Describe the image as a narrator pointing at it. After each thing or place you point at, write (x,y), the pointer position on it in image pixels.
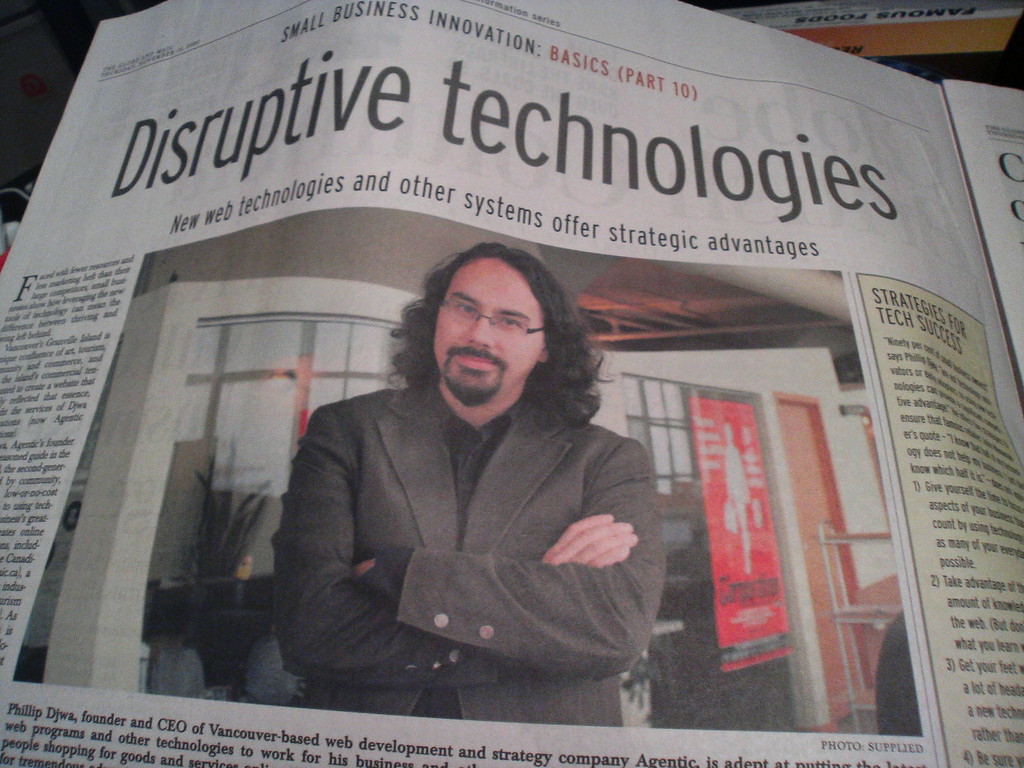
In this image there is one news paper (436,143) and in the news paper (472,365) there is one person (593,480), doors (815,468), boards (764,567), plant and some other objects (666,451). And also i can see some text (950,471), in the background (920,28) there are some objects (885,31).
